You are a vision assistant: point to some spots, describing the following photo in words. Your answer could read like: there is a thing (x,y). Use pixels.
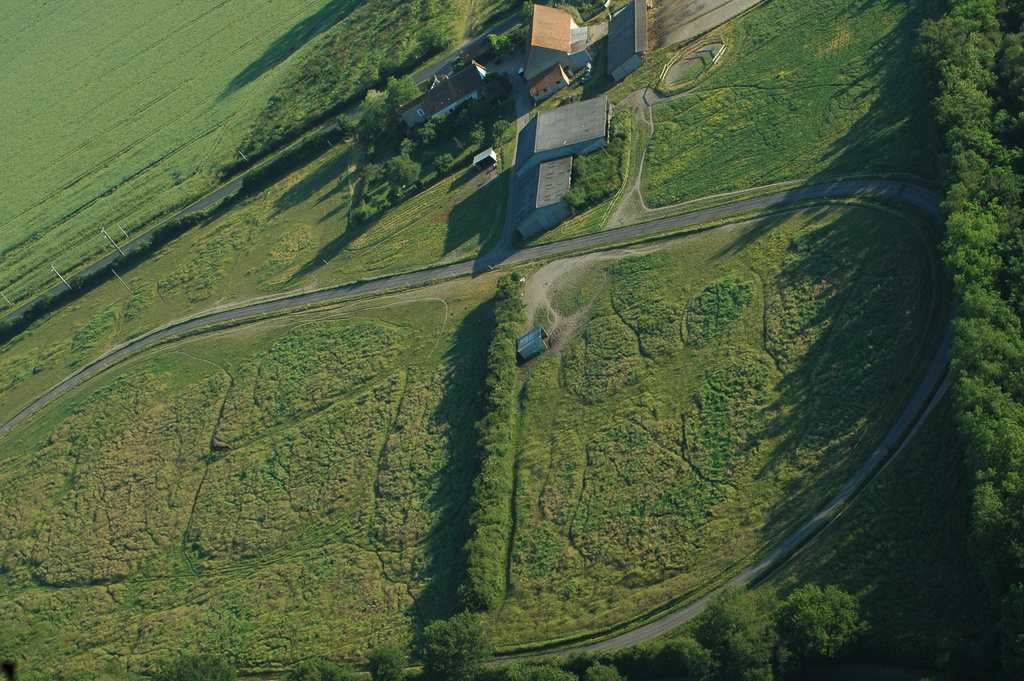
In this picture we can see grass (566,470), plants (478,558), trees (1010,432), and houses (549,46). This is a road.
